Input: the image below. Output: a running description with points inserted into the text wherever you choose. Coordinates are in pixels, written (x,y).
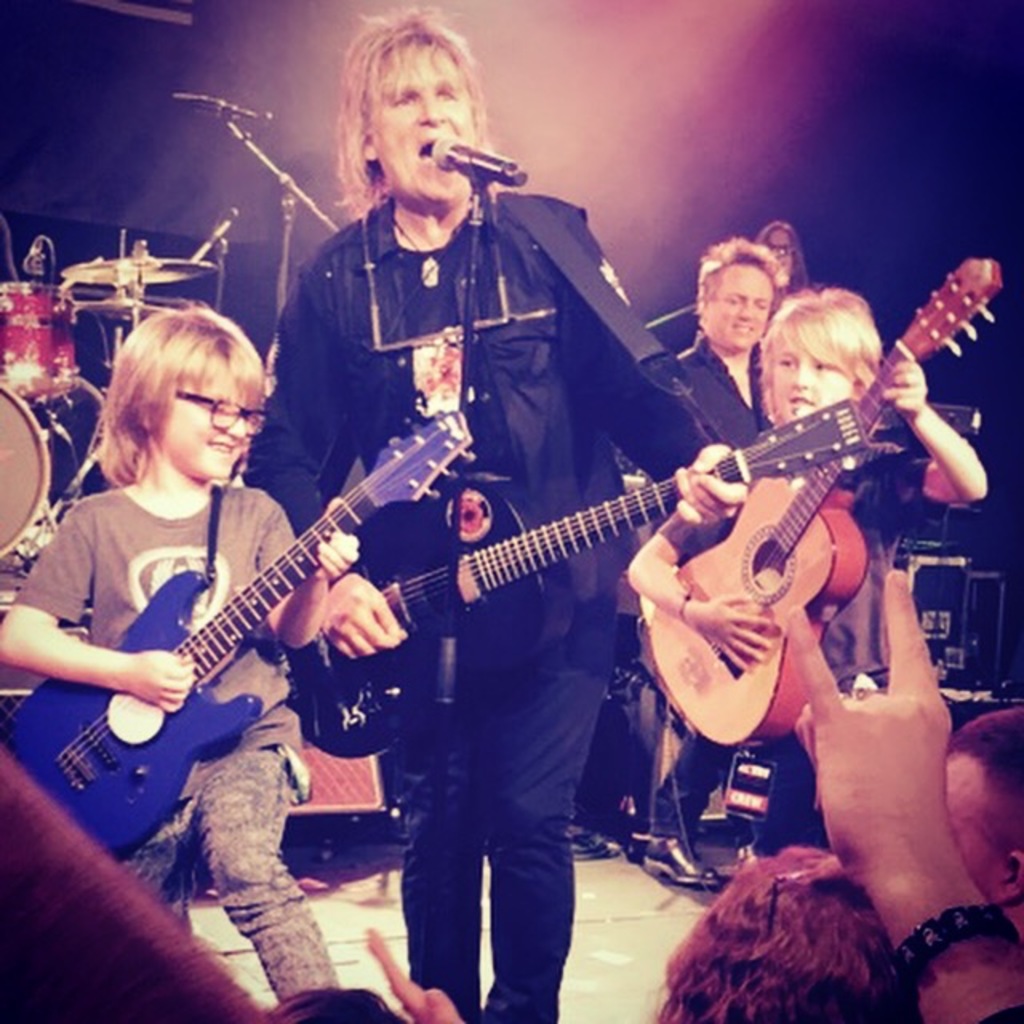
There are group of people (300,365) playing a musical instruments (654,661).
